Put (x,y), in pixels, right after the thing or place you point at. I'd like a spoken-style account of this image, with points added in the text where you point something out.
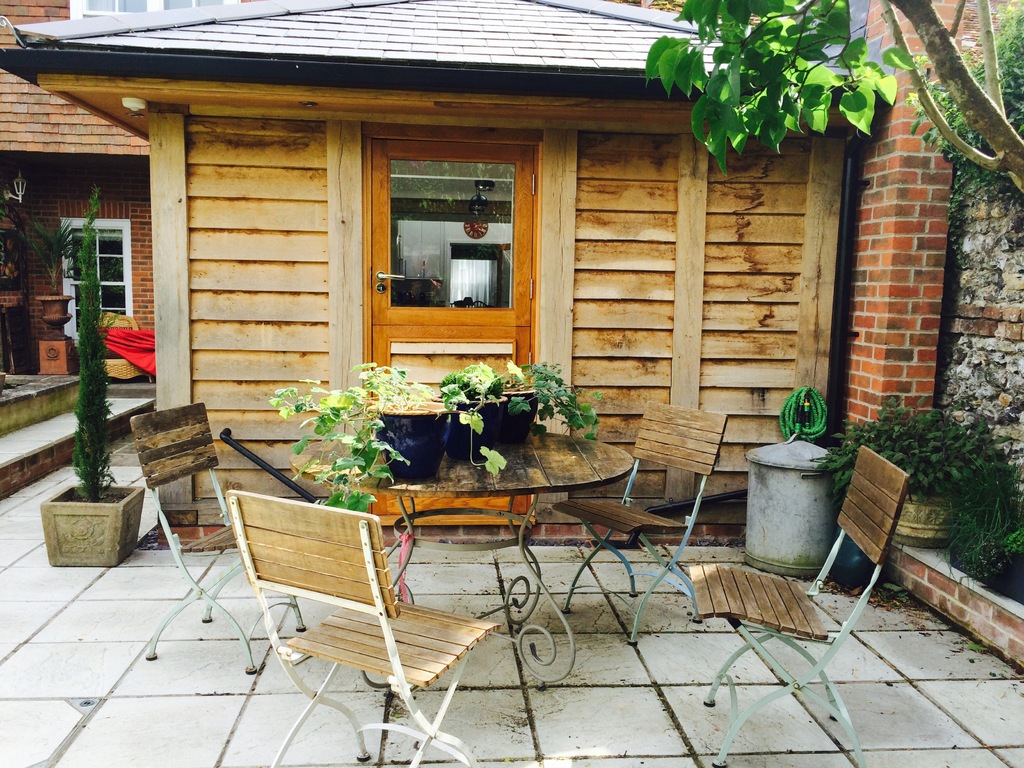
This is a house (390,163). It is having a door (483,233) and a brick wall (871,232). In front of it there is a table (498,491), chairs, pot (77,510), plants (89,485). In the back (117,273) there is a window (110,279). On the corner of the house (779,418) there is a box (785,494) and there is a pipe (822,405). There are some plants (920,445). On the table (523,465) there are pots (444,416) with plants (455,397). On the right side (968,313) there is a brick wall (975,293) and there is a tree (913,84).
